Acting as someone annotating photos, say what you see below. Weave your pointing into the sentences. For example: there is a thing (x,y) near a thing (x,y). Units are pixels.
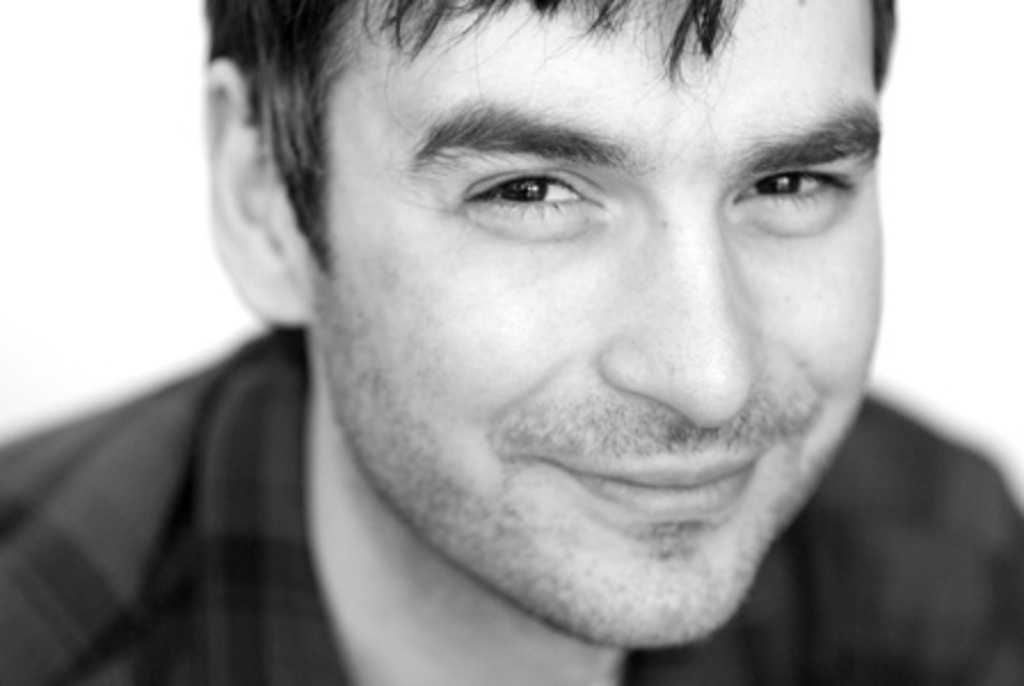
This picture is a black and white image. In this image we can see one man (666,518) with a smiling face (635,546) and there is a white background (86,212).
